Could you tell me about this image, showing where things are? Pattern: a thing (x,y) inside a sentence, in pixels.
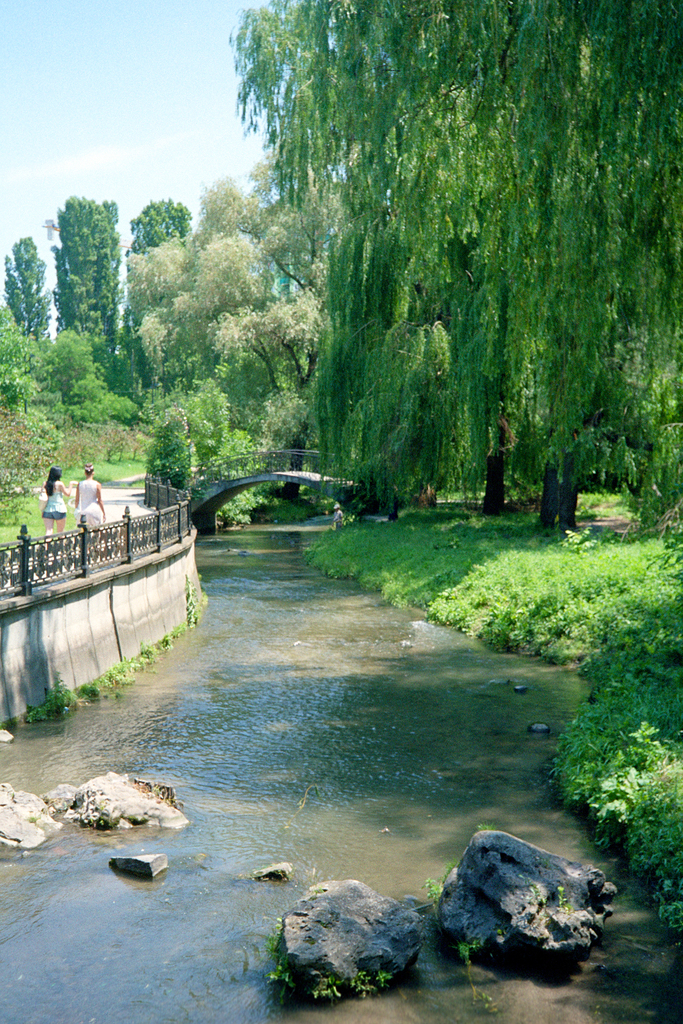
In this picture we can see stones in the water (259,726) and on the left side of the water (221,615), there is a wall (122,576) with the fence (80,552) and two people (56,511) walking on the path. In front of the water (250,538), there is a bridge (247,476), trees (232,240) and a sky (42,55).
